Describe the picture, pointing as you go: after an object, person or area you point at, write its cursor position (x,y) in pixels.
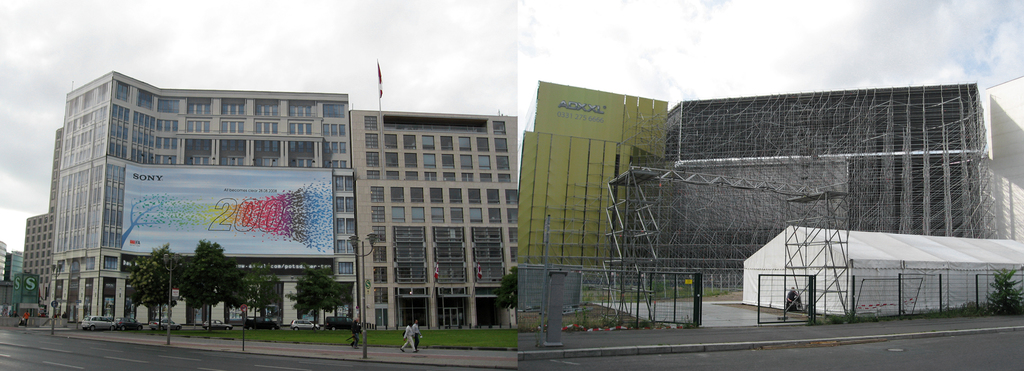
As we can see in the image it is a collage of two pictures. On the left side of the picture (135,137) there is a building (348,135) on which the flag (379,80) is hanged and there is a banner (139,171) on it which says "Sony" and in front of the building (278,298) there are trees (148,288). There are many cars (304,320) are parked on the road (43,338) and beside the road (96,332) there is footpath (382,352) on which people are walking on the footpath (336,346). Beside the footpath (227,343) there is a road (183,359) and street lamps (54,282) are kept on the footpath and on the right side of the picture (748,174) there is a structure (737,208) in which there is a big tent house (859,261) which is in white colour and outside the gate (768,305) there is a footpath (869,322) and beside the footpath (690,346) there is a road (667,364) and a person (791,301) is sitting beside the tent house (818,309) in the structure (734,272).
